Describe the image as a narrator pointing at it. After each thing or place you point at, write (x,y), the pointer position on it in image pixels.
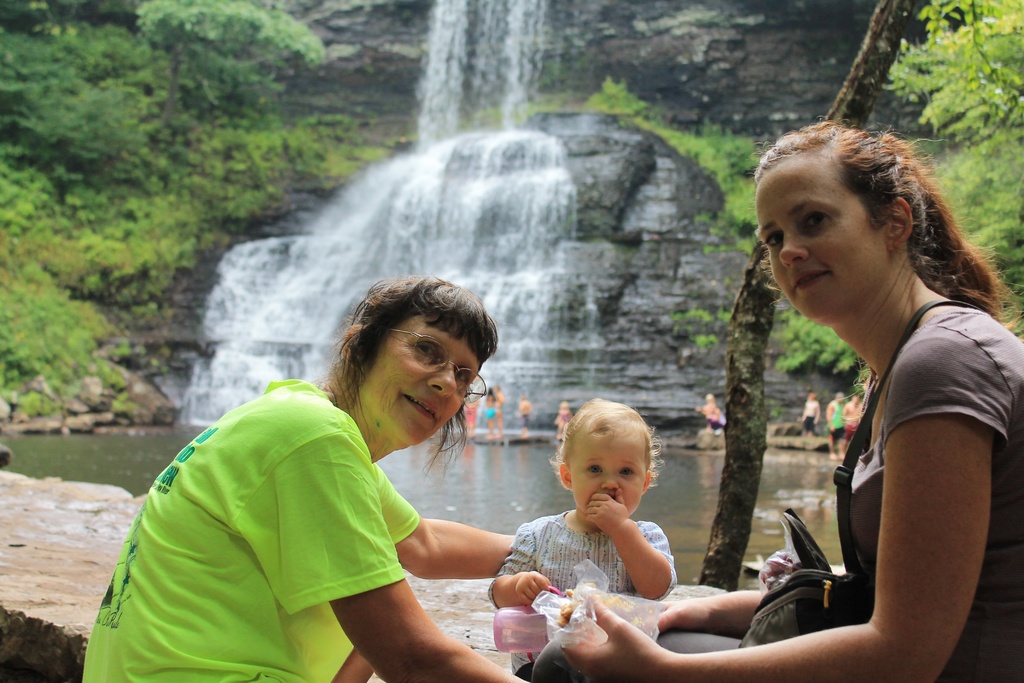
In this image we can see two women (618,651) and a child (632,557) sitting on the surface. In that a woman (606,659) is holding a bottle (512,621) and a cover (587,611). On the backside (744,418) we can see the bark (726,432) of a tree (744,434), some trees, plants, a group of people (472,419) standing beside a water body (500,521) and the water flow (561,362) on the hill (561,387).
